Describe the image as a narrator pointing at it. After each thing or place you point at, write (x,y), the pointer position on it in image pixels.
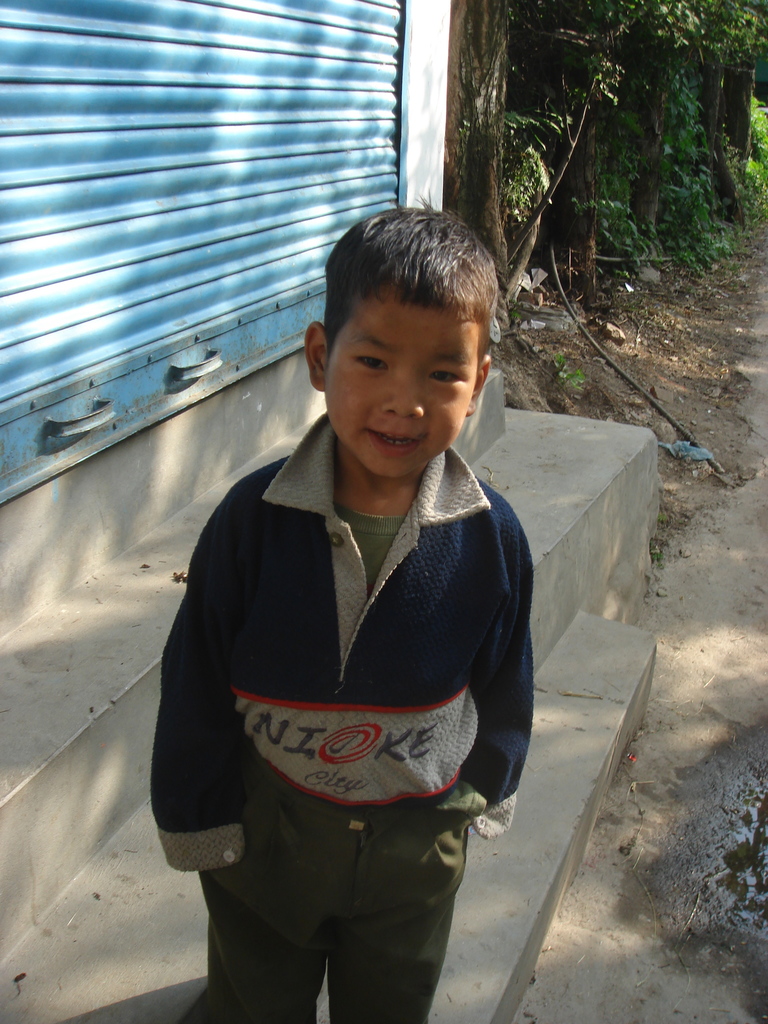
The boy (252,518) in front of the picture wearing a blue T-shirt (363,698) is standing. He is smiling. Beside him, we see a rolling shutter (158,177) in blue color. In the background (546,183), there are trees (679,197). At the bottom (616,958), we see the road (680,930).
